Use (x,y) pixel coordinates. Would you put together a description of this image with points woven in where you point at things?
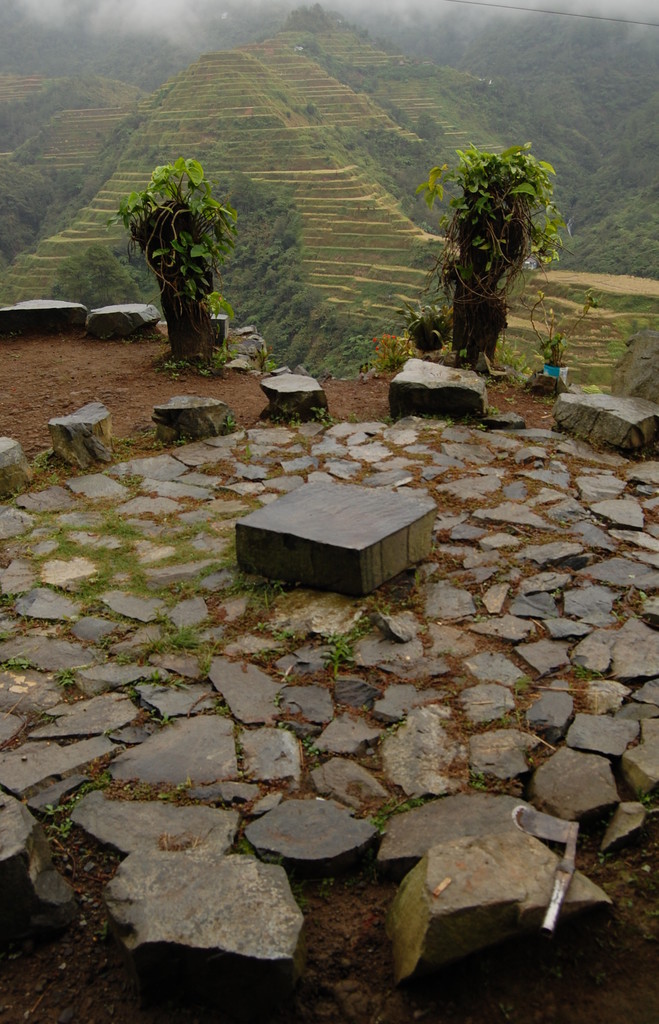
In this image, we can see stones (324,400) and plants (203,272). In the background (304,112), we can see hills (324,157).
